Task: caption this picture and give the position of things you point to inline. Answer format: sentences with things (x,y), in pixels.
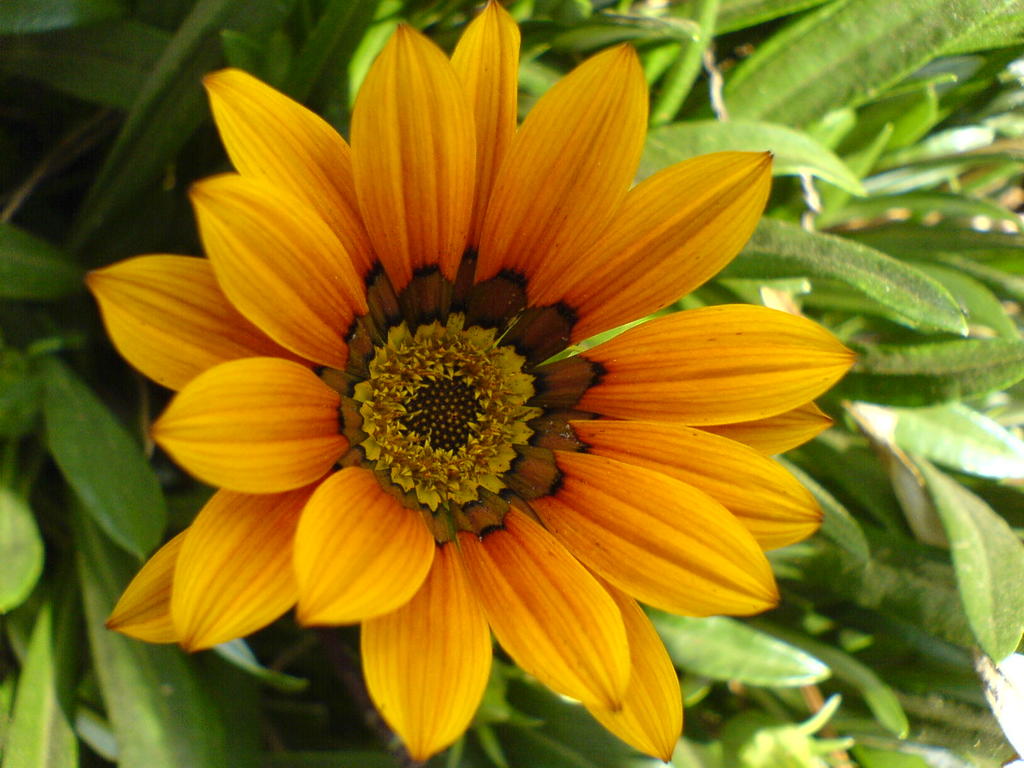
In this picture there is a flower (659,339) on the plant (882,491) and the flower (224,571) is in orange color.
